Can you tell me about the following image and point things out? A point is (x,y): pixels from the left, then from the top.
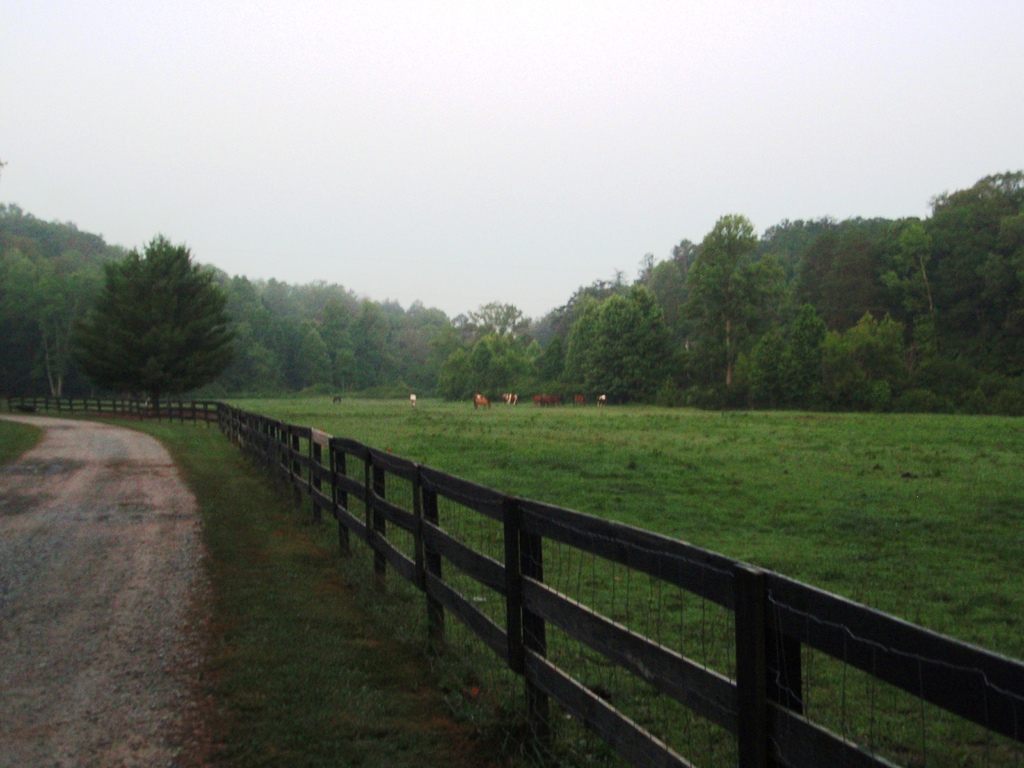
In the foreground of this picture (508,574), there is a railing (476,562), grass (778,478), a path (176,514), trees (472,388), animals (515,400), and the sky (534,147).
